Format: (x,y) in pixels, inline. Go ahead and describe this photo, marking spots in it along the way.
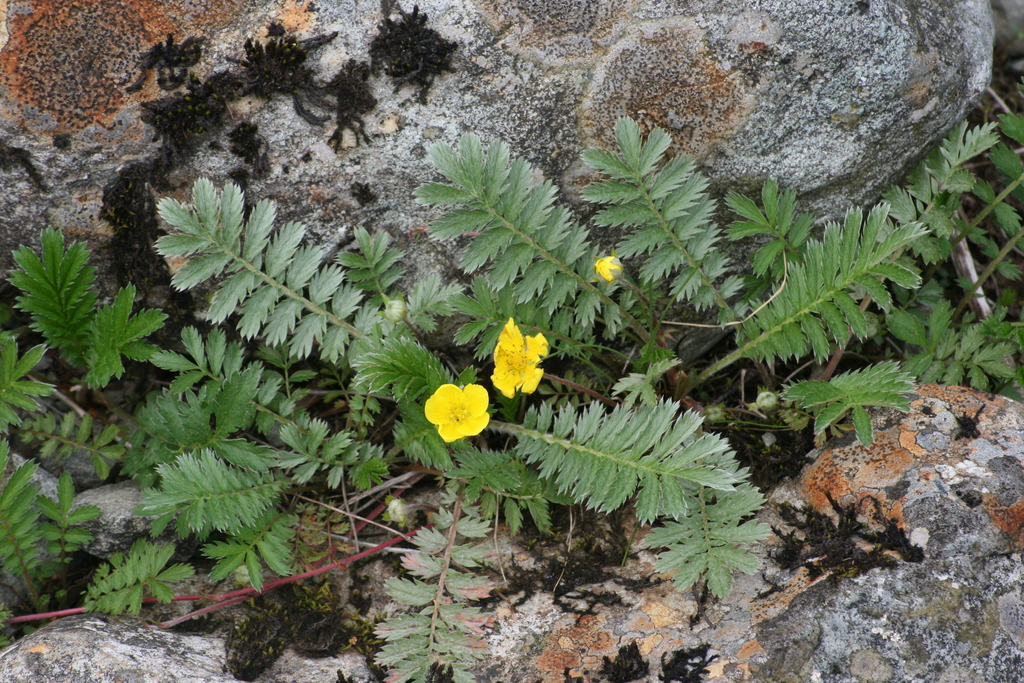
In the image I can see a flower plant (649,447) in between the stones (988,404).
